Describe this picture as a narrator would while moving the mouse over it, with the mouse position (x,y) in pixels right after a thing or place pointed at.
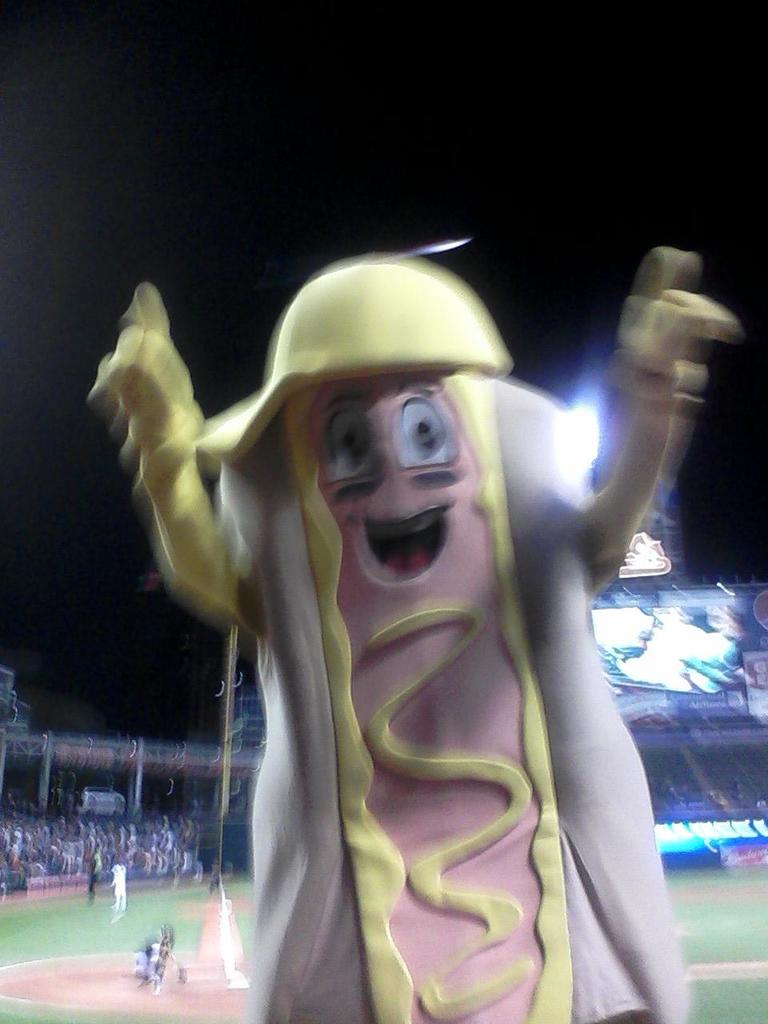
In the background (565,358) we can see the dark sky (731,437). In this picture we can see the screen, people (68,867), players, ground (48,933), boards (751,646) and few objects (572,452). This picture is mainly highlighted with a person (402,958) wearing a costume (277,933).
